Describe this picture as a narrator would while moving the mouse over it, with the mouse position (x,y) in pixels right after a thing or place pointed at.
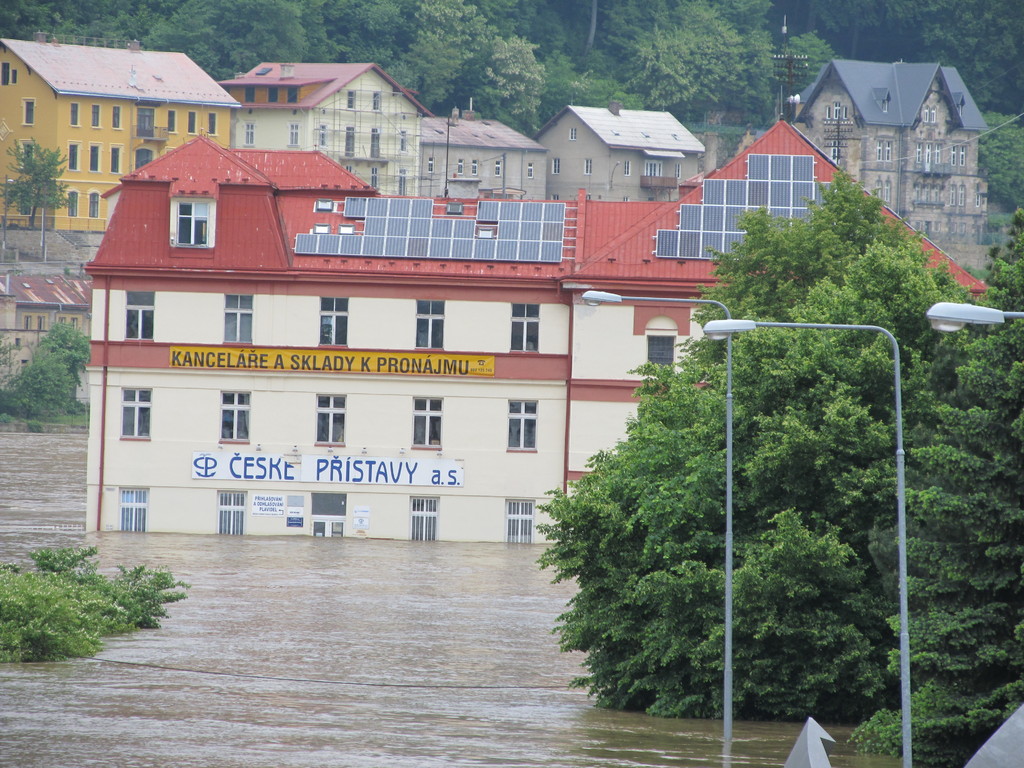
In this image in the center (364,329) there is water (376,656) and there is a building (366,411). On the right side (740,478) there are poles (903,529), trees (867,533). On the left side (43,610) there are trees (44,606). In the background (156,127) there are buildings (488,135) and there are trees (817,50). In the front (395,372) on the building (299,398) there is some text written on the wall (401,419).
